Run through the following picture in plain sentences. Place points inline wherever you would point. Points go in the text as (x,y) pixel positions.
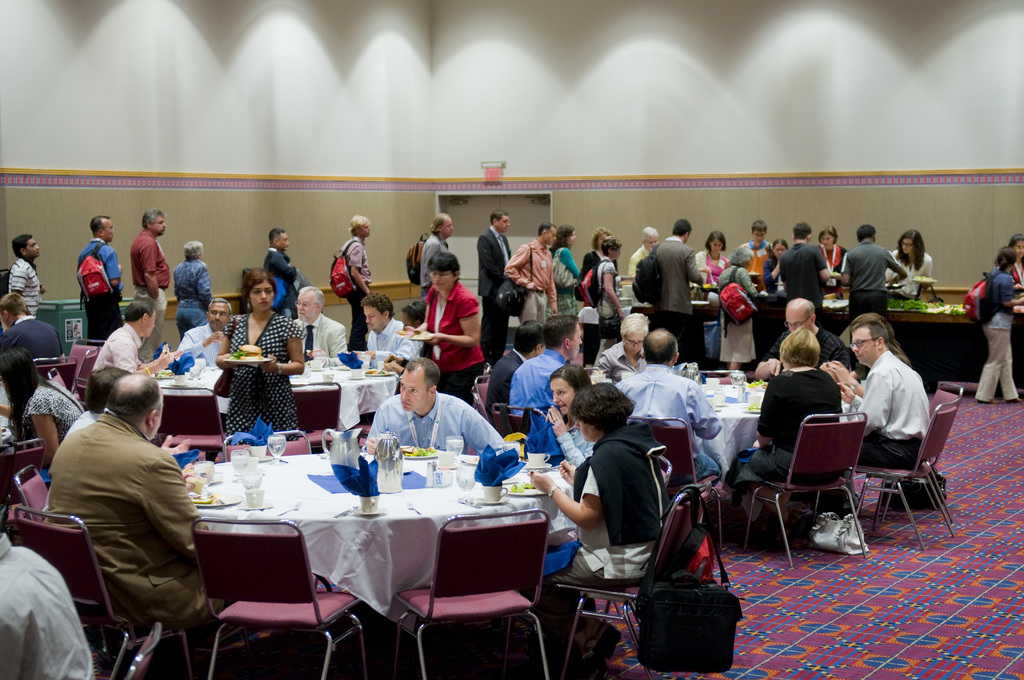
In this image are group of people (710,455) sitting on chair (507,408) before table (371,594) having glasses (242,460), plates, jar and cups (485,497). Few people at background (24,255) are standing in queue. The Person (684,243) over here is wearing a bag (655,268). Two women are walking at the left side of the image (303,353) and there is a big wall (176,0) behind the people (1018,288).
